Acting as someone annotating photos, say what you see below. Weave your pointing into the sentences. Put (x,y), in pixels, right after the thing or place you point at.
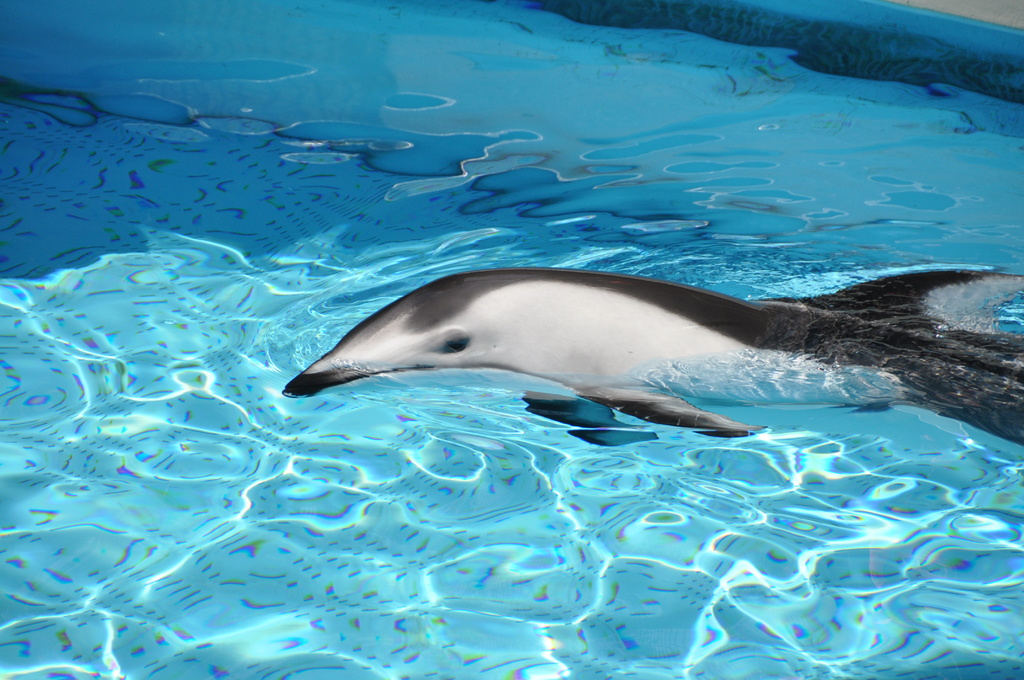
In this picture there is a dolphin (921,348) in the water (416,580).
